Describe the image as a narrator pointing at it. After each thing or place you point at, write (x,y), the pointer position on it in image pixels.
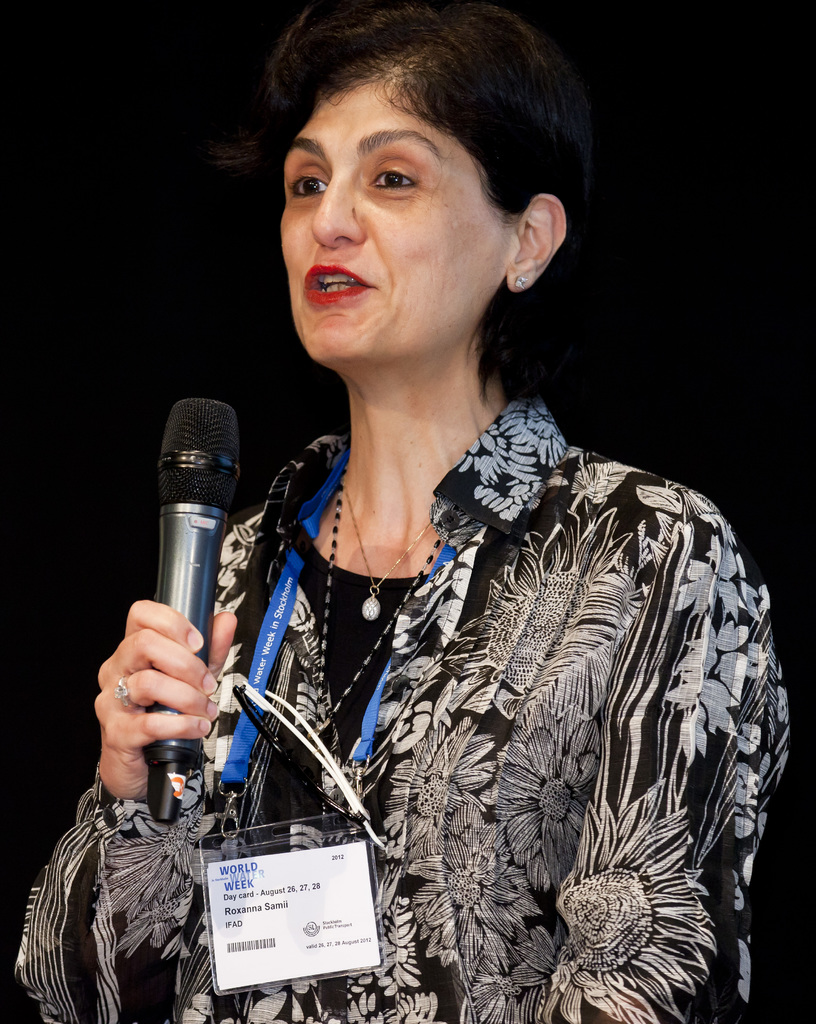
Here is a woman (495,669) wearing a black color shirt (586,639) with a white design (561,693) on it. She wore a badge (330,835) with blue color tag (369,711). She is holding mike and talking.
